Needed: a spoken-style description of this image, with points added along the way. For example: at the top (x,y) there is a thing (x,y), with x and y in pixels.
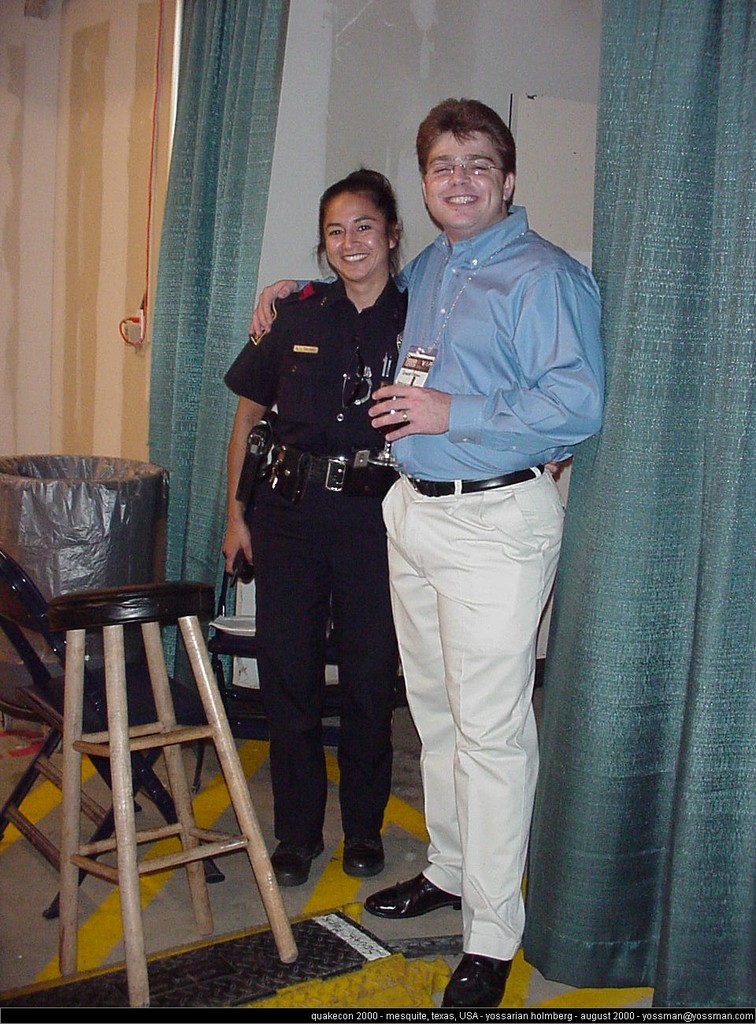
On the background (419,59) we can see wall (562,240), curtains (717,219). This is a trash can (67,542). Here we can see chair (51,648) and a stool (157,695). Near to it we can see one man (475,428) and a woman (280,480) standing and smiling. This is a floor (159,941).
